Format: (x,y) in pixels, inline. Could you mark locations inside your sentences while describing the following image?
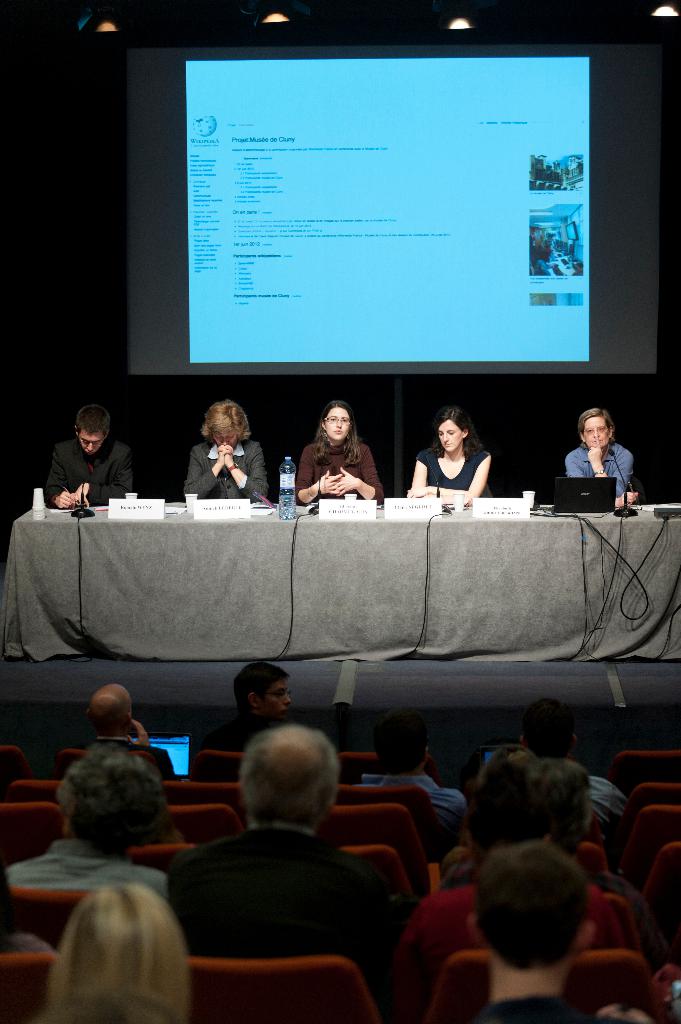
In this picture we can see few people (301,780), they are sitting on the chairs (171,812), in the background (284,501) we can see a projector screen (345,241), lights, bottle (282,501), name boards (326,511), microphones (311,507) and other things (657,510) on the table (372,596).
